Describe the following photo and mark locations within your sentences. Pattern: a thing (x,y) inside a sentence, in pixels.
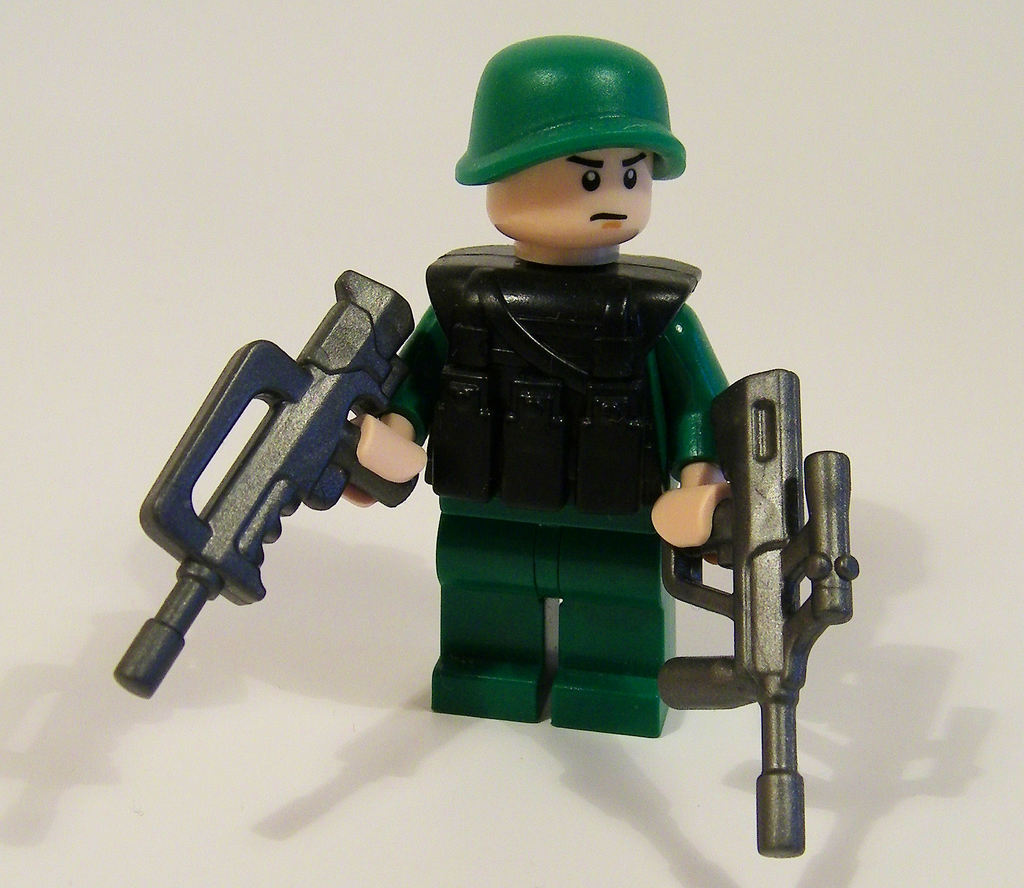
In the center of the picture (646,489) there is a toy (621,400) holding guns (782,510) and wearing a helmet (541,110). The toy (554,431) is on a white surface (428,749).
